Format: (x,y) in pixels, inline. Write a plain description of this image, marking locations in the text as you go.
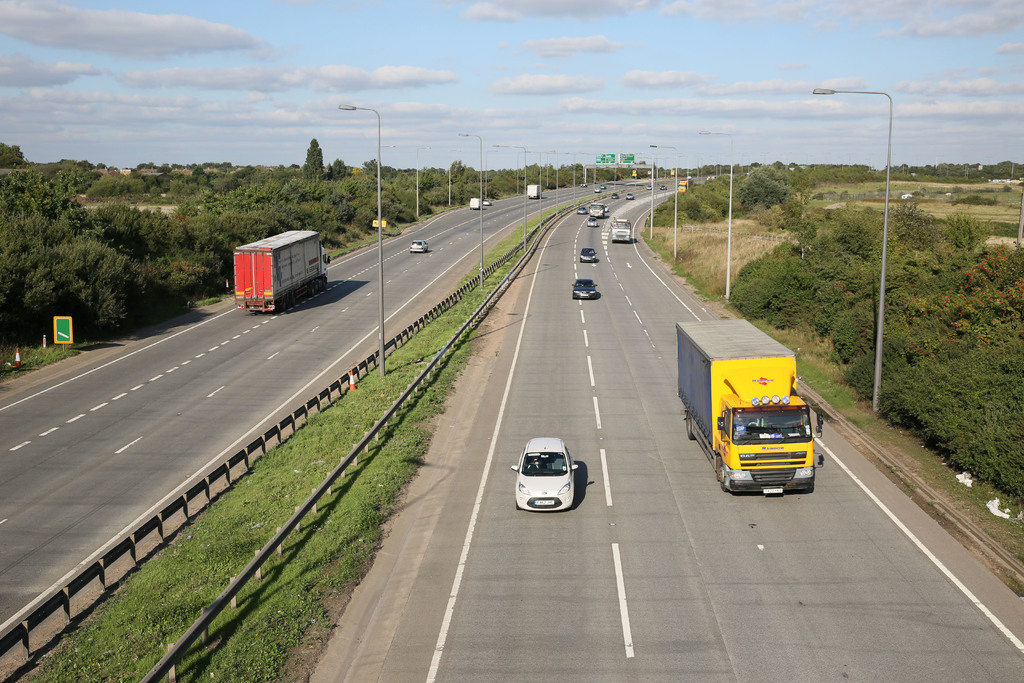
This is completely an outdoor picture. In Between there is a road divider (312,455). This is green grass (238,530). This is a road (611,220). There a few vehicles (708,400) running on the road (539,431) and the other also vehicles (557,494) running on the road (343,269). At the top of the picture (476,70) we can see a blue sky (470,63) and it seems like a sunny day. Afar there are way boards (629,160). These are the lights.
